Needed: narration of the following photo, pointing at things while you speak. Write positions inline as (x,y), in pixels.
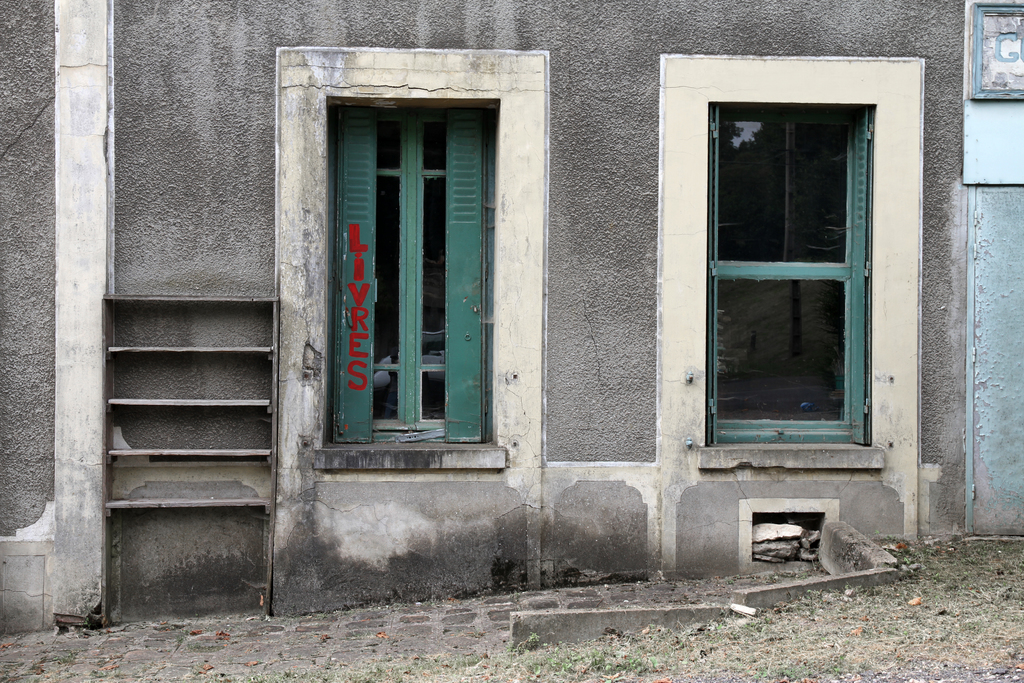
In this image, we can see the wall (195,55) with some windows (725,166). We can see the glass (840,296) with some reflection (764,143). We can see the ground (665,592) with some objects (873,584) and some grass (947,552). We can also see some objects (1018,483) on the right (1008,506).
